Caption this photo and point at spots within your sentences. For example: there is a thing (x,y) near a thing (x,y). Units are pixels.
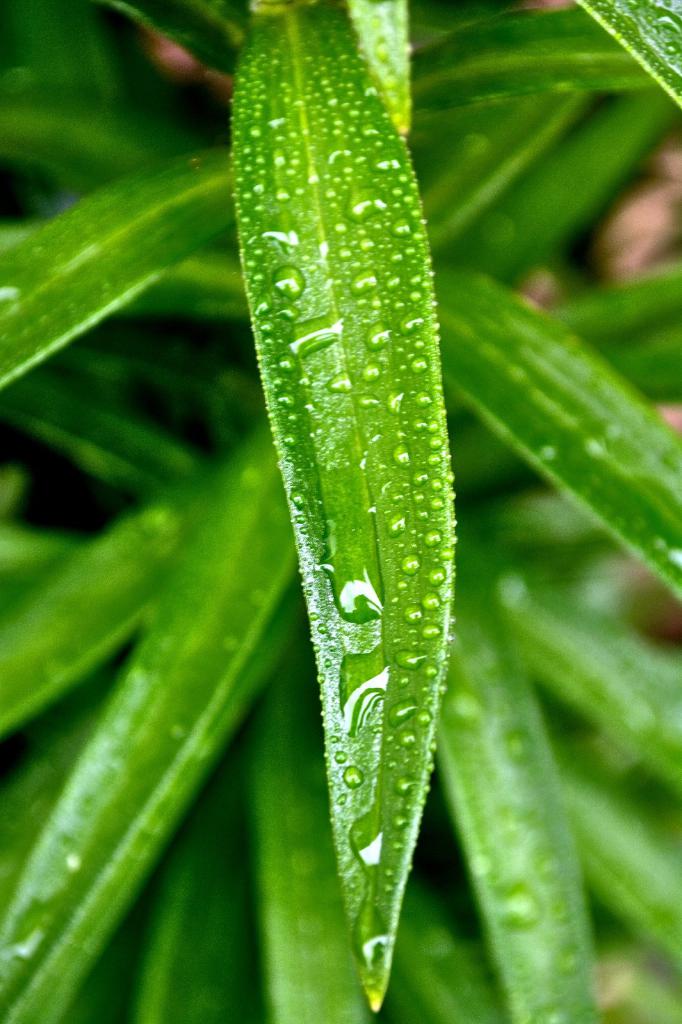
In this picture we can see plant (632,319). On the leaf (387,306) we can see water drops (333,103). At the bottom (556,930) we can see many leaves (428,969).
